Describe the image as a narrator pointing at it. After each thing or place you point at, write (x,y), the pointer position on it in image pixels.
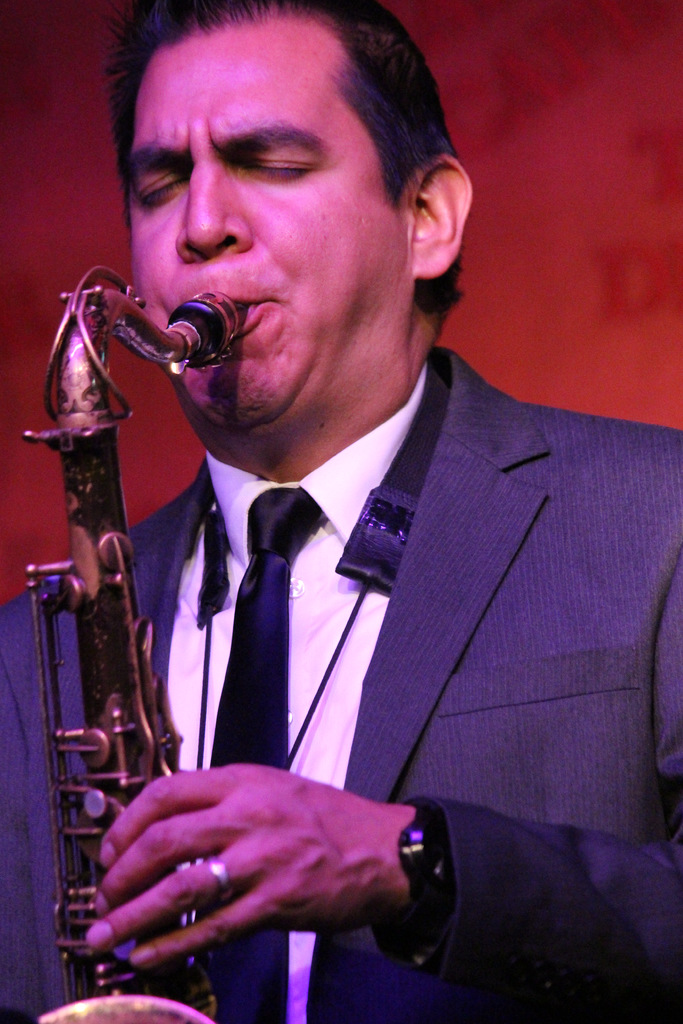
In this image I can see a person (505,480) playing a music with musical instrument (87,655).
